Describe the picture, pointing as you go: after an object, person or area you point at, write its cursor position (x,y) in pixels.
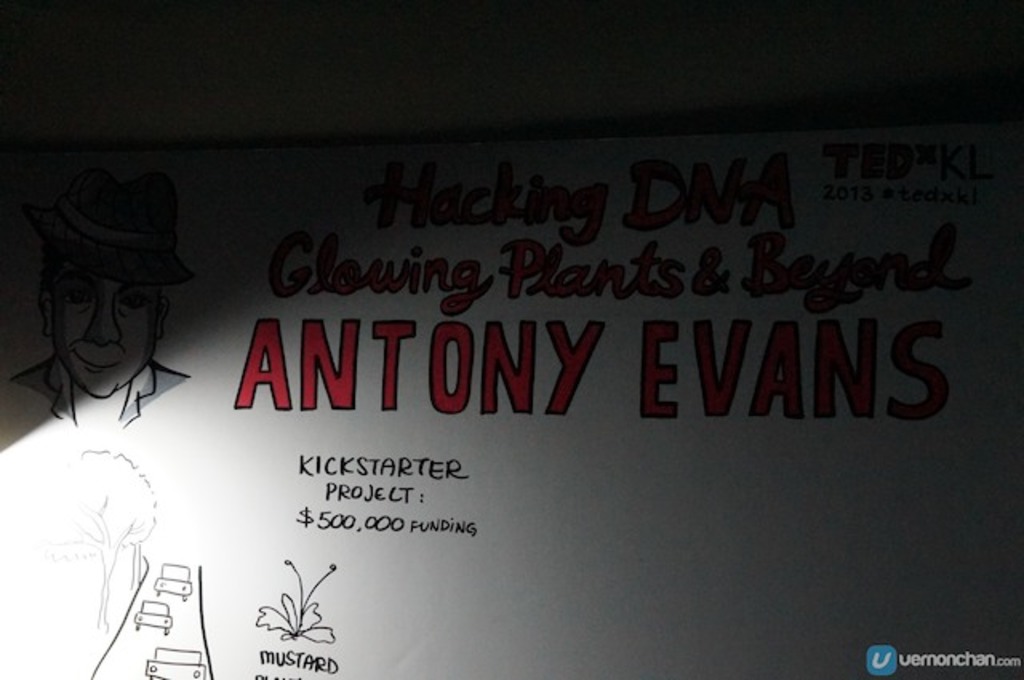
This image is a drawing. To the left side of the image (143,403) there is a drawing (115,189) of a person (119,209). There is text (942,382) at the center of the image (552,385).
